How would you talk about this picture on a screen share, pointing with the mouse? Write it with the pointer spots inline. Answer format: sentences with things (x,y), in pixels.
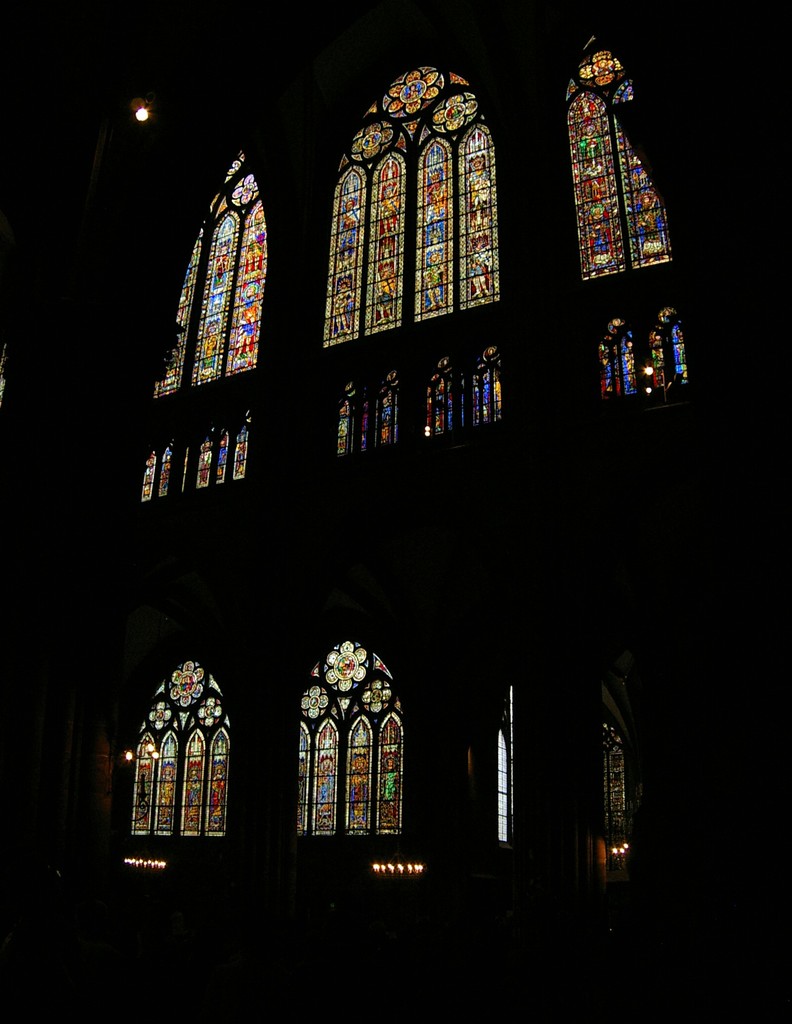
This picture is very dark and we can see painting (307,766) on glass (386,308) and we can see light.
